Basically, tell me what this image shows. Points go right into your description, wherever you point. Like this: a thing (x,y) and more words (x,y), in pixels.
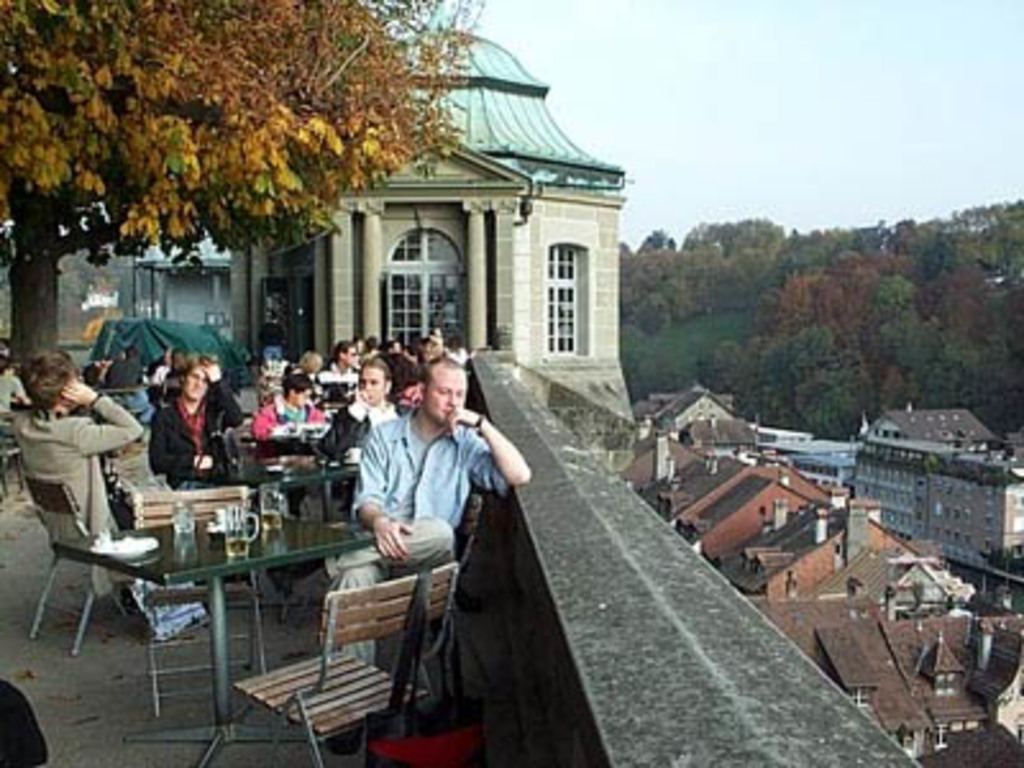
In the middle of the image (414,371) few people (23,417) are sitting and there are some tables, on the tables (195,566) there are some glasses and papers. Behind them there is a building (436,328) and trees (829,360). In the bottom right corner of the image (827,569) there are some buildings (723,425) and trees (851,233). In the top right corner of the image (845,210) there are some clouds (986,40) and sky (986,40).
